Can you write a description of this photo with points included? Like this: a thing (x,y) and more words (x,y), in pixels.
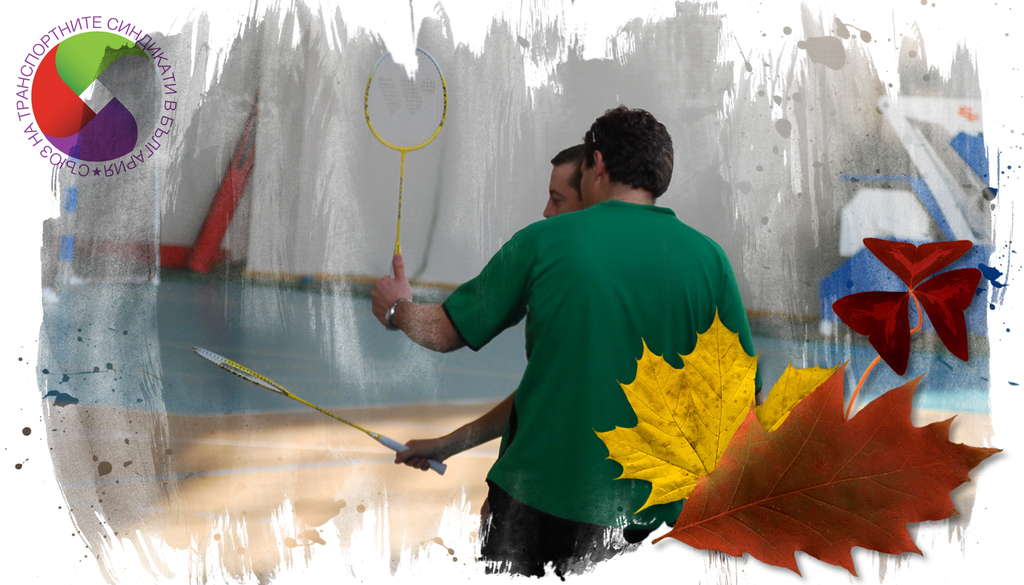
In this edited image, we can see persons (553,395) holding badminton rackets (255,376) with their hands (414,463). There is a logo (116,126) in the top left of the image (91,88). There are leaves (901,458) in the bottom right of the image (895,487).
